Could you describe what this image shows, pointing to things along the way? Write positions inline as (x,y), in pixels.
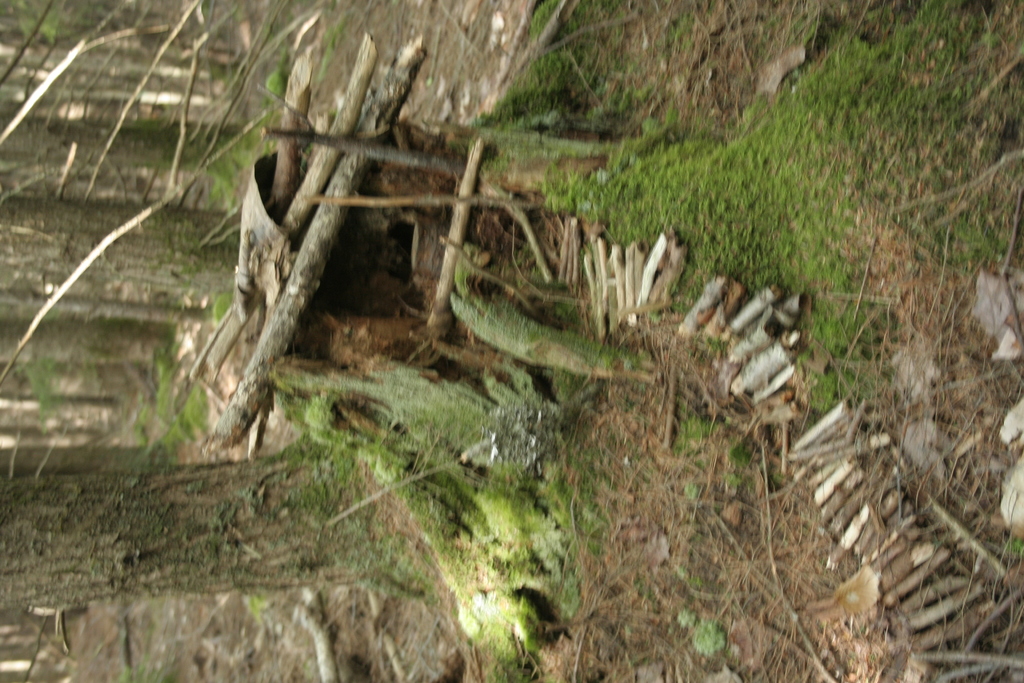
In the image we can see there are wooden sticks (718,311), grass (706,220) and tree trunks (110,354).
